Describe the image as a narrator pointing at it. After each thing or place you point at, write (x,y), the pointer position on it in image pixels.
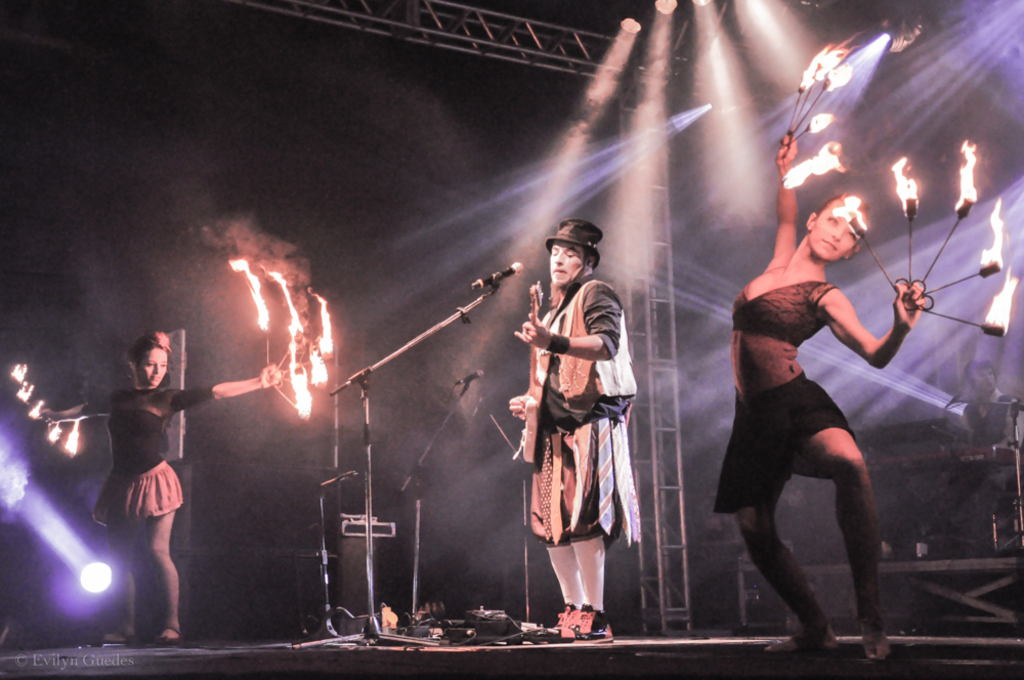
Here is a man (578,396) standing and playing musical instrument (533,310) and singing a song. There are two women (170,534) dancing. This is a mike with a mike stand (363,389). These are the fire sticks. These are the show lights (105,578).
